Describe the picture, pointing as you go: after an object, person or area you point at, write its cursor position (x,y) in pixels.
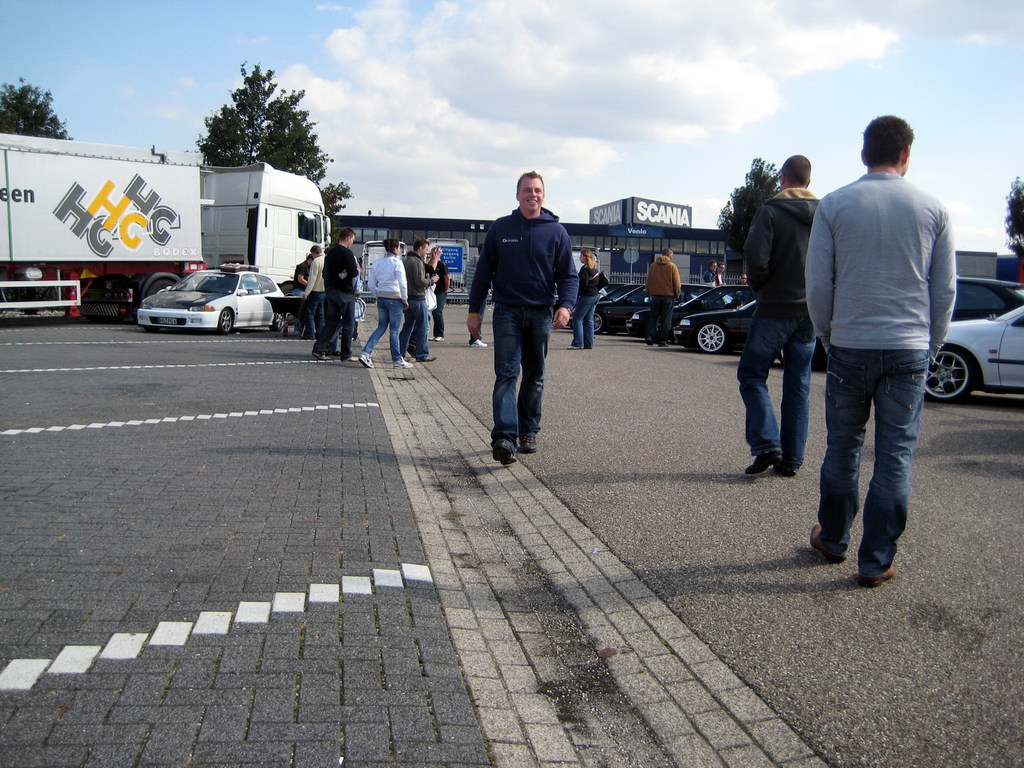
This picture is clicked outside. In the center (384,282) we can see the group of persons (501,313) walking on the ground (639,447) and we can see the group of vehicles (264,285) seems to be parked on the ground (540,492). In the background (234,33) we can see the sky (226,27), buildings (691,239) and trees (211,152). On the left corner (130,222) we can see the text (135,210) on the white color truck (88,180) and we can see the text (620,214) on the buildings (619,245).
